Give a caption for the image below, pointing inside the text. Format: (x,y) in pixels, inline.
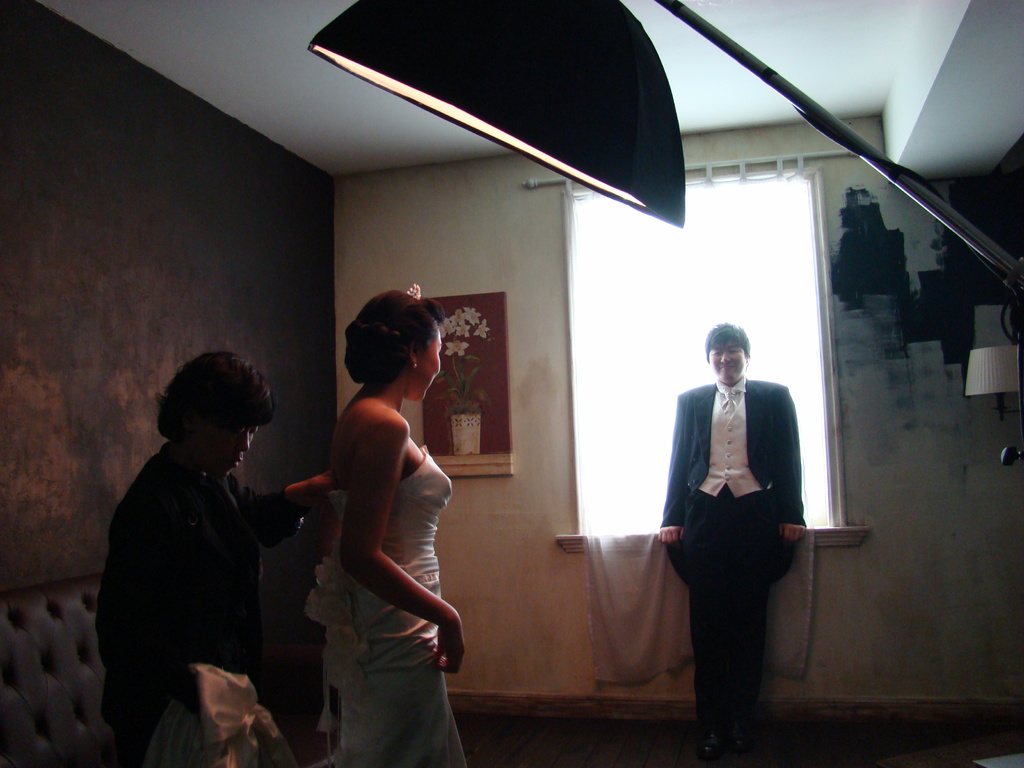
There are two women (260,521) standing in the left corner (200,538) and there is a light stand (753,59) and a person (771,433) standing in the right corner (745,426).
